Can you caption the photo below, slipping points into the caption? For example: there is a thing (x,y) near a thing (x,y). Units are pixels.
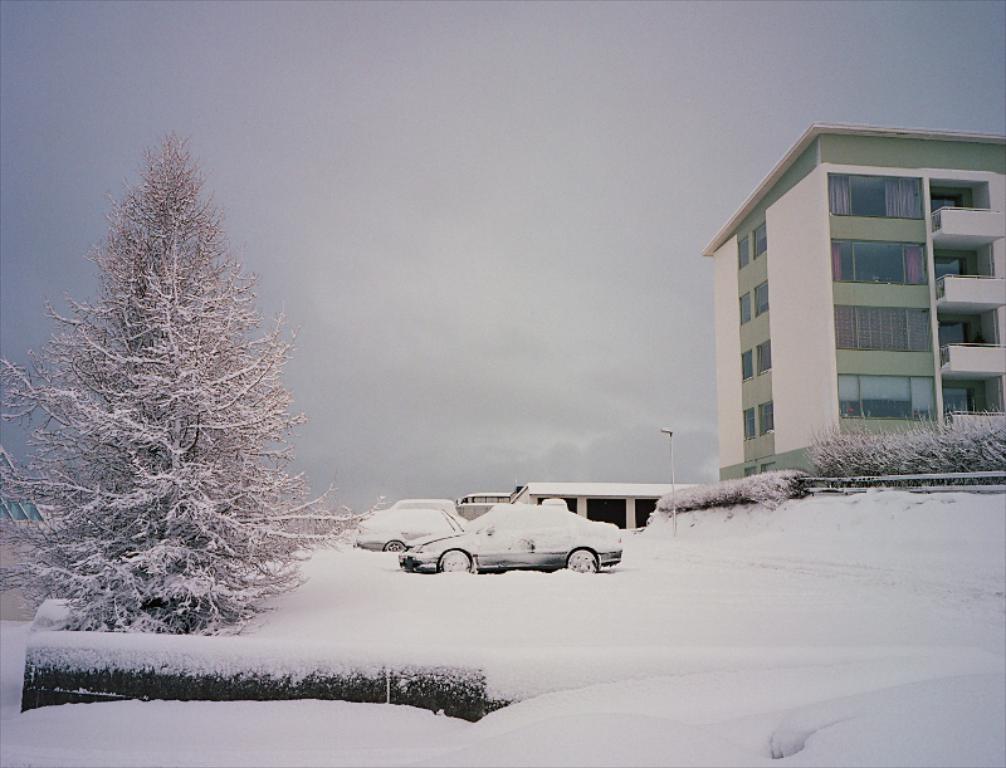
In the picture we can see a snowy surface (28,745) on it, we can see some cars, tree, building (778,378) with some glass windows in it and near to the building (862,323) we can see some plants (867,438) and in the background (548,350) we can see a sky (442,322).
